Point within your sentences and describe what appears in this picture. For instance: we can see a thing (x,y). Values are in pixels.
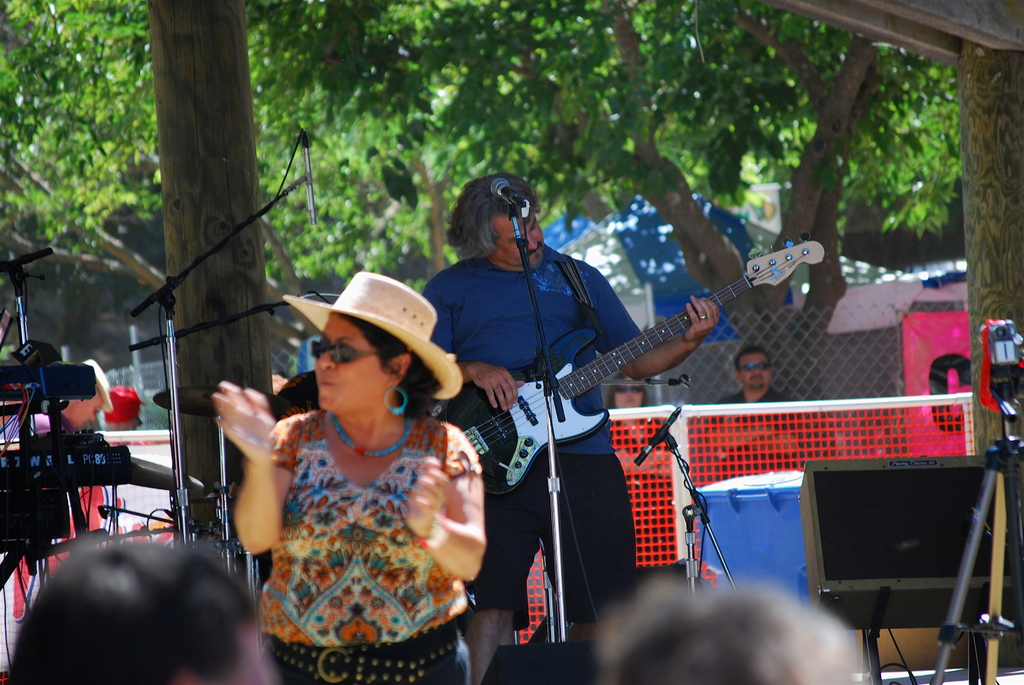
In this picture I can see a man (522,308) standing and playing a guitar (539,414), there is a woman (325,599) standing, there are heads (620,657) of two persons (214,588), there are few people (304,406), there are cymbals (171,469) with the cymbals stands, there are mike's stands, it is looking like a sports net (789,442), there is a tent (638,219), there is fence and there are some other objects (934,324), and in the background (505,142) there are trees (479,153).
